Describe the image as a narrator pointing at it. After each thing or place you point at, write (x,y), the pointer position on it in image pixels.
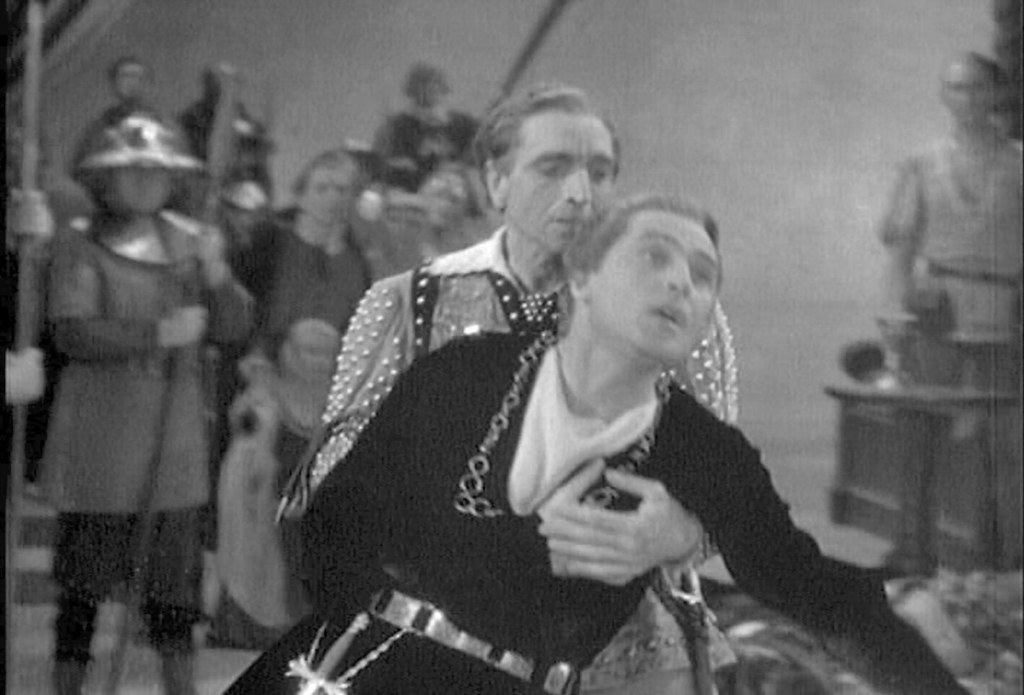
This is an old photograph, in front of the image a person (483,304) is holding another person (535,470) from falling, behind them there are a few other people (181,245) standing by holding sticks (31,247) in their hands (34,232).
